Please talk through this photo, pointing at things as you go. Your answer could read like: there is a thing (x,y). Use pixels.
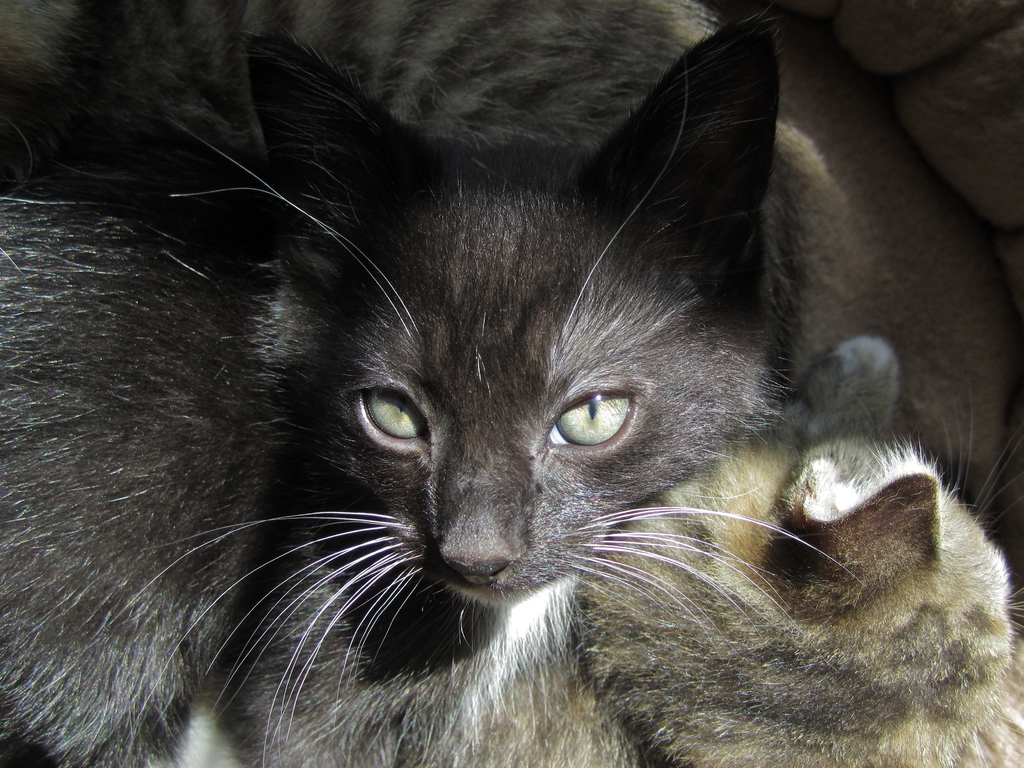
In the image in the center (388,325) we can see two cats (598,421), which are in black, brown and white color.
